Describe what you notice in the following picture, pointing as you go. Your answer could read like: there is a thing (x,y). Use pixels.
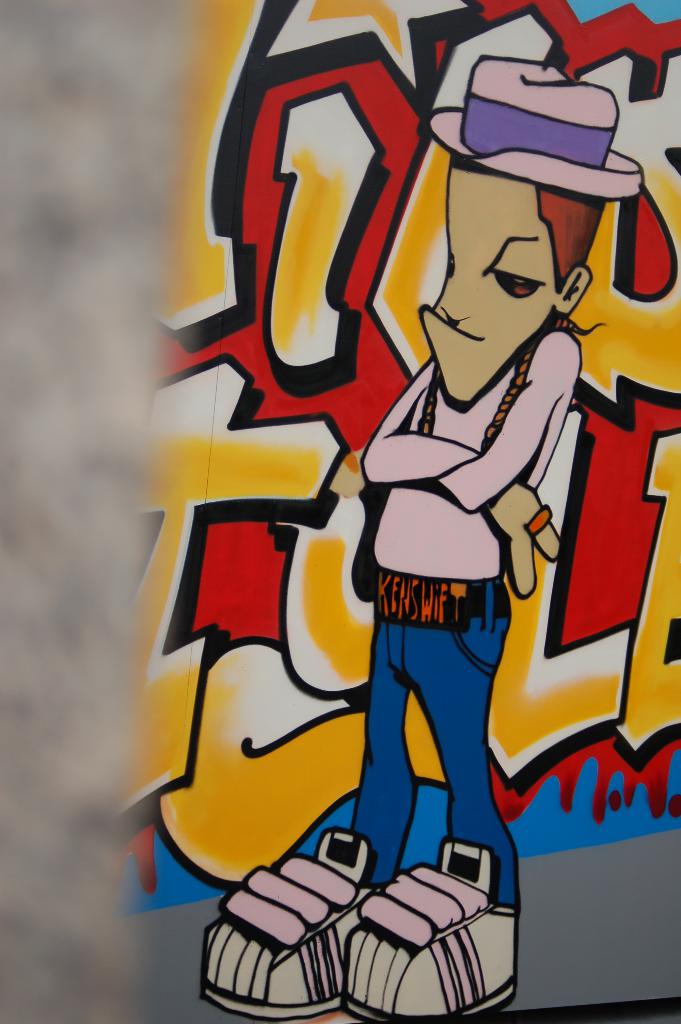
In this image we can see graffiti painting (331,368).
